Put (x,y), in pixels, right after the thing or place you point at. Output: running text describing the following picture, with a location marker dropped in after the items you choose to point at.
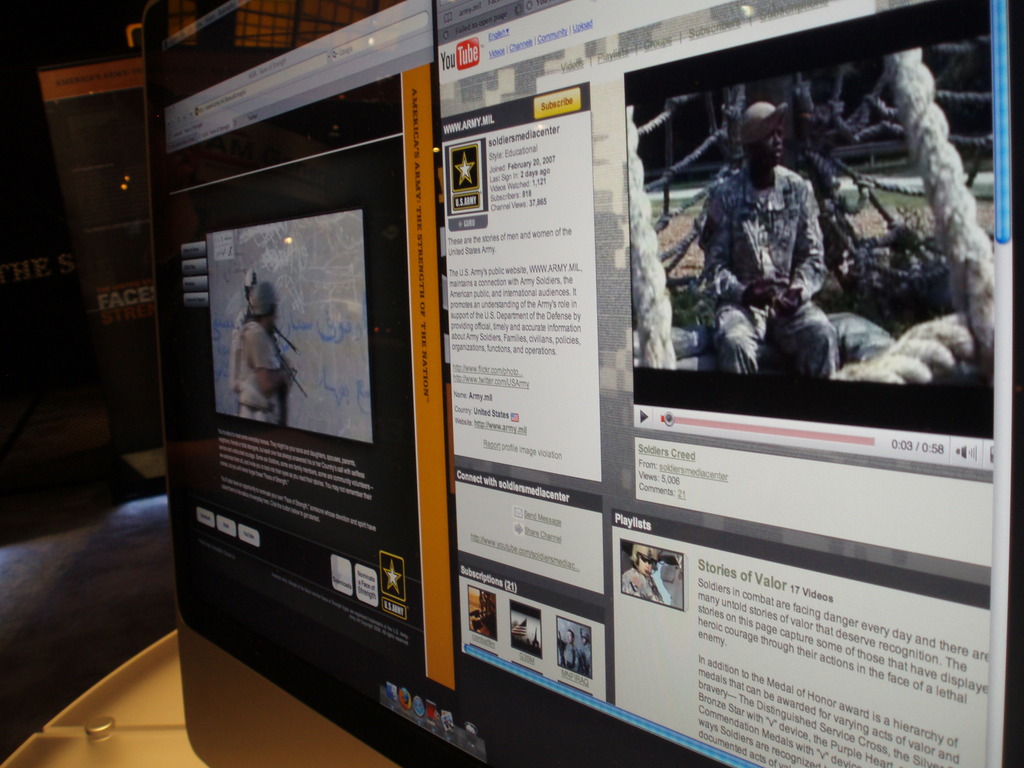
In this image I can see the screen (786,460). In the screen (546,434) I can see few persons (263,345) and I can see something written on the screen (224,405) and I can see the dark background (26,263).
